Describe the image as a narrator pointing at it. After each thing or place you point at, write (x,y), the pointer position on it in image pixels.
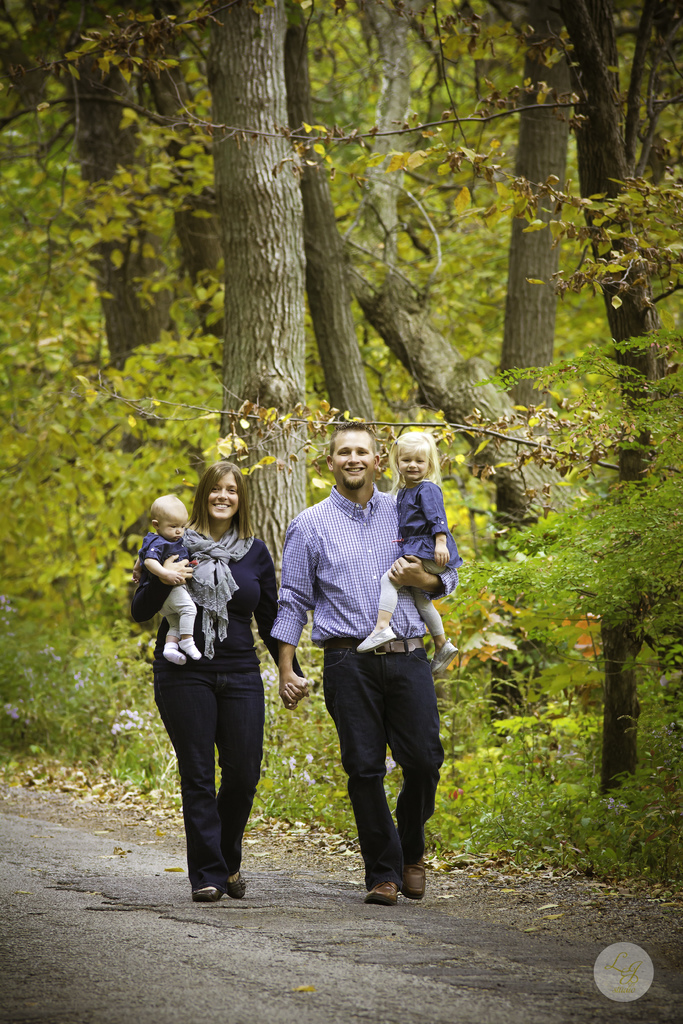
This is the picture of a road (405,1011). In this image there is a woman (272,588) walking and smiling and she is holding the kid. There is a man (353,655) smiling and walking and he is holding the girl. At the back (609,203) there are trees (471,310). At the bottom (369,917) there is a road (371,909).
